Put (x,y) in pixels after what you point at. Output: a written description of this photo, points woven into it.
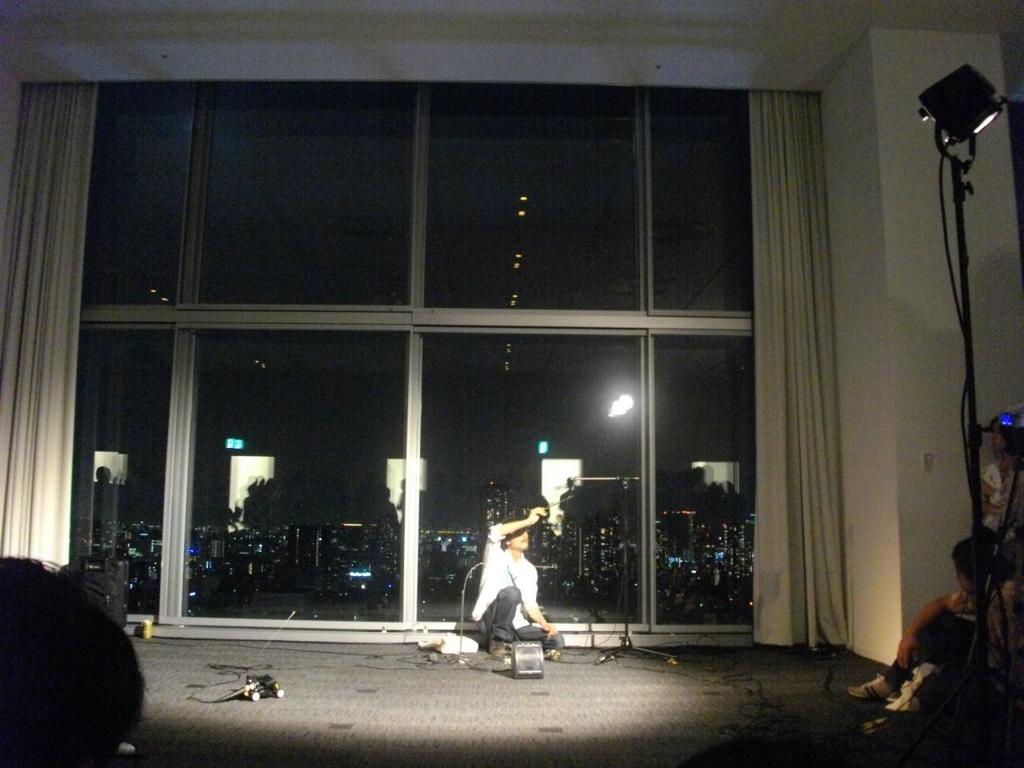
In the picture we can see a man (523,597) sitting on the floor (802,670) and behind him we can see a glass wall (683,541) and besides we can see a curtains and in front of him we can see a light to the stand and from the glass wall (651,544) we can see some buildings (670,538), lights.
